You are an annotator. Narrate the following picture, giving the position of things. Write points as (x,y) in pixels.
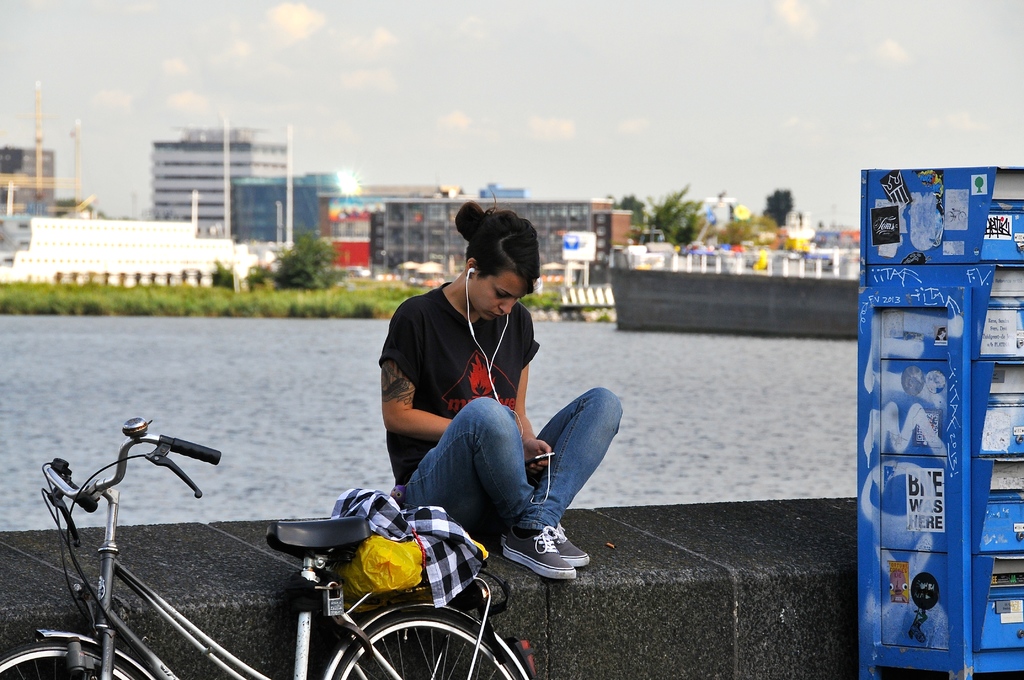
In this image we can see a bicycle (401,613) and a girl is sitting on the rock (604,591) and there is a water (287,389) in the middle (635,367) and in the background (353,103) we can see the sky (541,105).
